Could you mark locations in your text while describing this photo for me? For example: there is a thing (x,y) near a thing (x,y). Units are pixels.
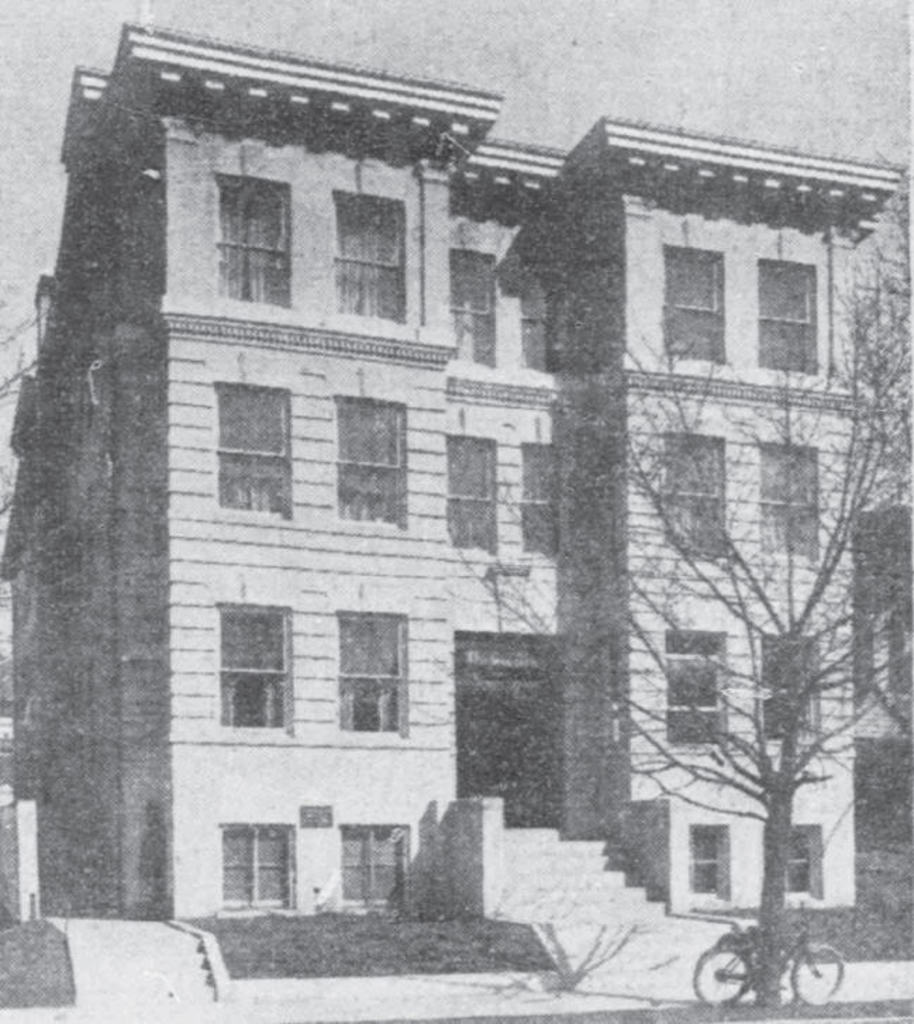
In this image there is one building (482,645) in middle of this image (424,599) and there is one tree (767,928) at bottom of this image (768,970) and there is one Bicycle (747,978) at bottom of this image (737,989) and there is a sky (609,52) at top of this image (631,59).
